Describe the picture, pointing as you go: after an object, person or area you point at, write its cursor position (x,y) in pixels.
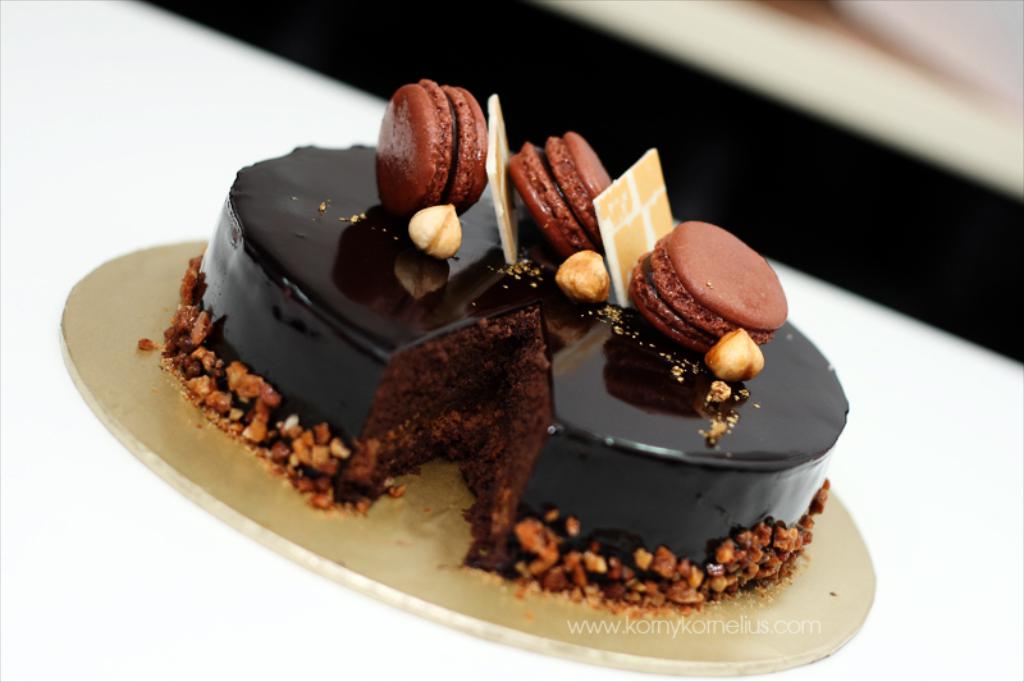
In the picture we can see a cake (841,402) which is black in color on it with some biscuits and wafers (647,187) and around the cake (833,404) we can see dry fruits (728,541).
